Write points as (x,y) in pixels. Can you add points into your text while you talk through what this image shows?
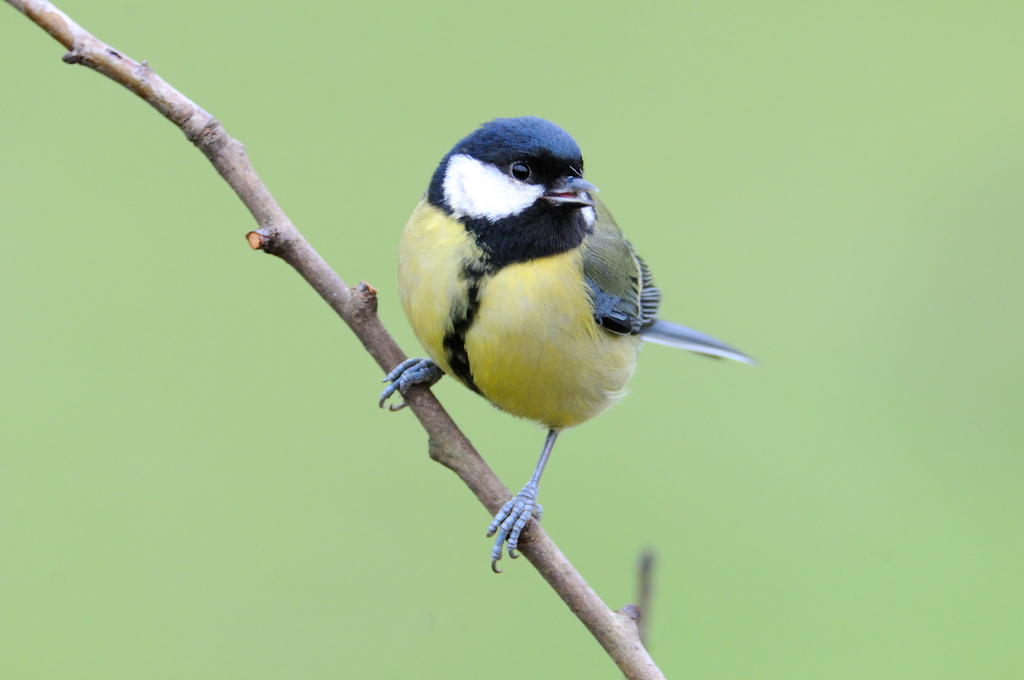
In this picture we can see a bird (451,367) on the stem (540,528).
